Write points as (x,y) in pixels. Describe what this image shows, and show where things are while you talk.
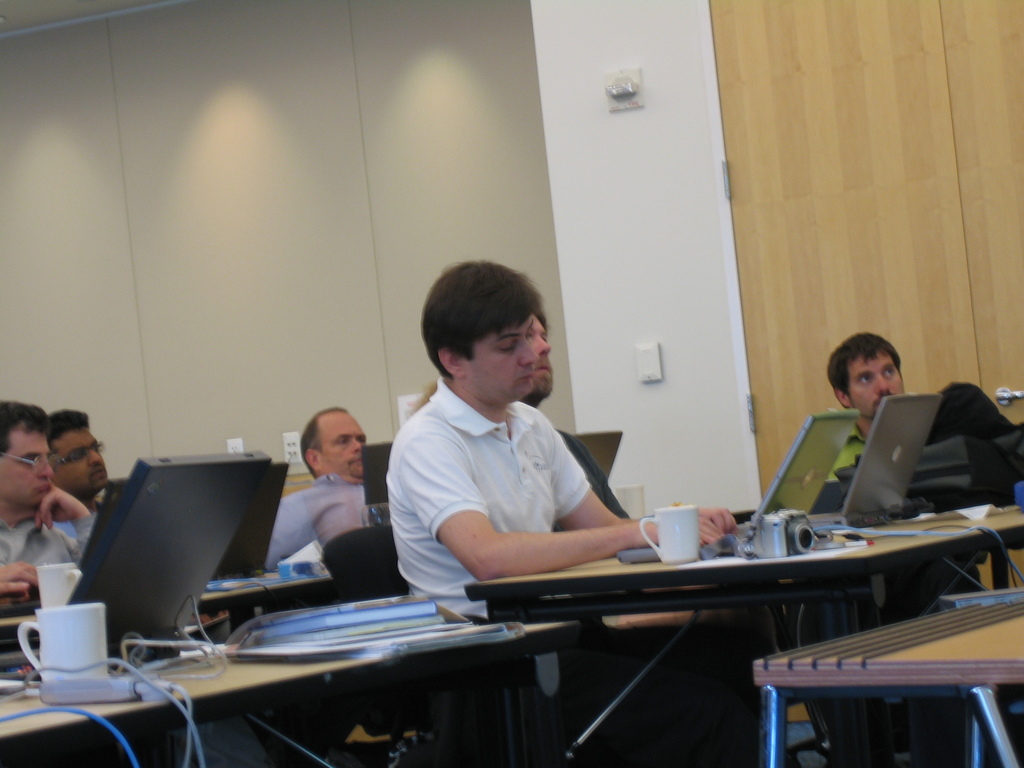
In this image there are group of people (79,476) sitting on the chair (363,560). On the table (679,592) there is a cup (667,539), laptop (814,479), camera (789,517).
